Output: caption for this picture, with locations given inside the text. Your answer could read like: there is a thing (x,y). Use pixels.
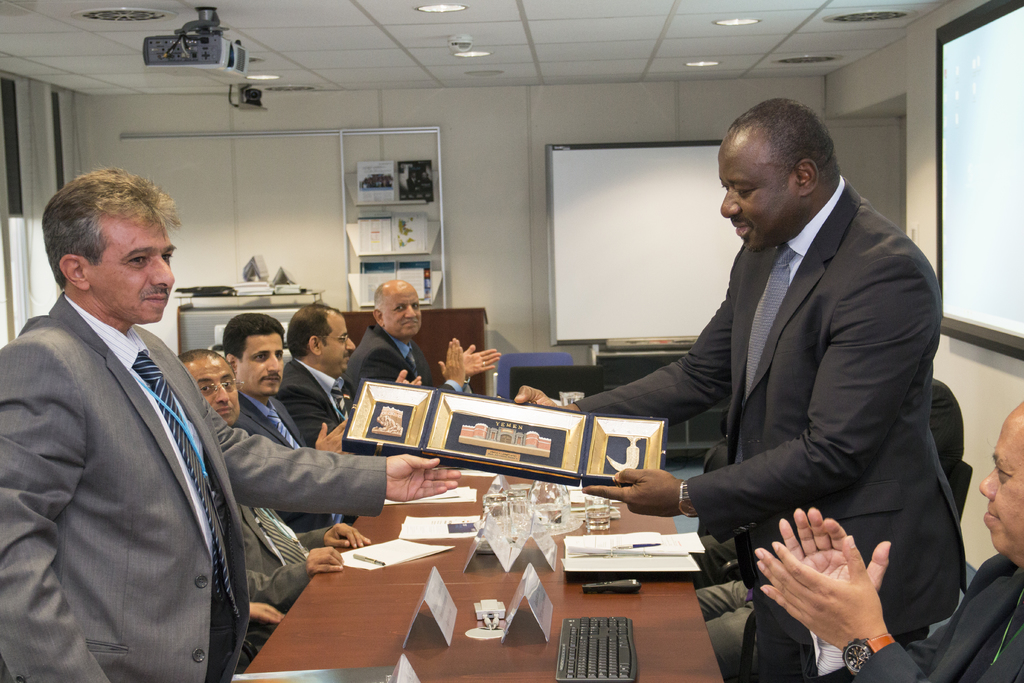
In this image I can see a person (789,357) wearing white shirt (795,248) and black blazer (806,363) and another persons (199,485) wearing white shirt (133,352) and grey blazer (115,477) are standing and holding an object (519,448) in their hand (632,479). I can see a table (471,597) which is brown in color and on the table (563,601) I can see a keyboard (585,648), few papers (598,557), few glasses (521,526) and few other objects (480,544). I can see few persons (419,322) sitting on chairs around the table (492,557). In the background (504,147) I can see the wall (504,166), a board (587,165), few books (401,167) in the rack (428,218), a projector (201,40), the ceiling (264,61) and few lights (468,55) to the ceiling (428,76).
